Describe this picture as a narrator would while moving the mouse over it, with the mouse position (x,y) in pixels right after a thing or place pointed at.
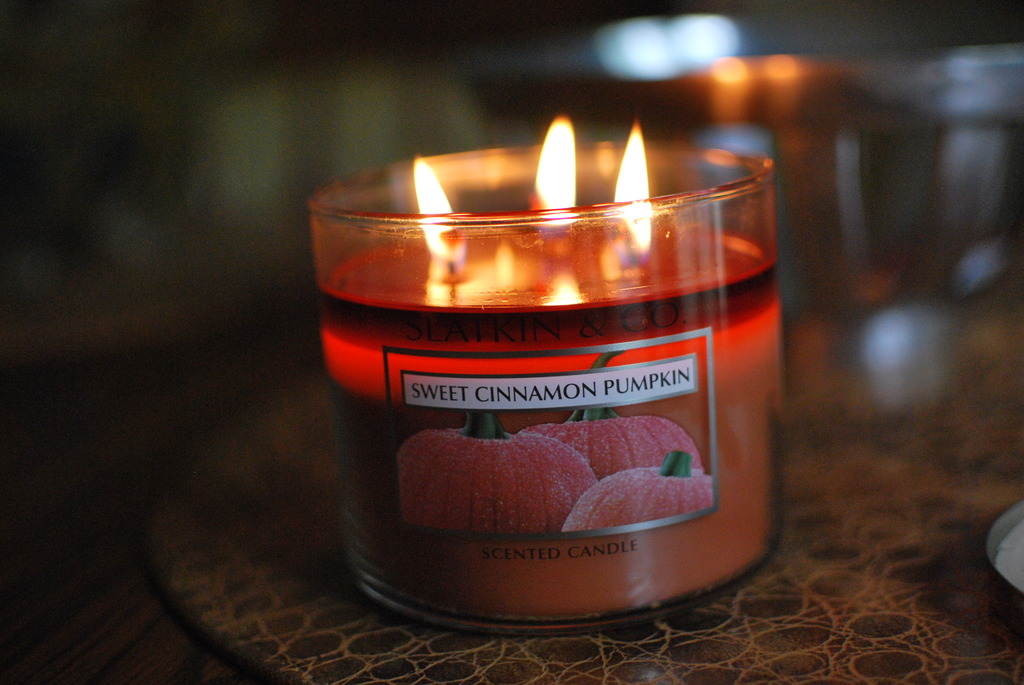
In this picture there is a candle (533,260) in the glass (473,439) and there is text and there are pictures of pumpkins (566,449) on the glass (539,464). There is a candle (686,326) and there are objects (1014,522) on the table (325,618). At the back (84,214) the image is blurry.
